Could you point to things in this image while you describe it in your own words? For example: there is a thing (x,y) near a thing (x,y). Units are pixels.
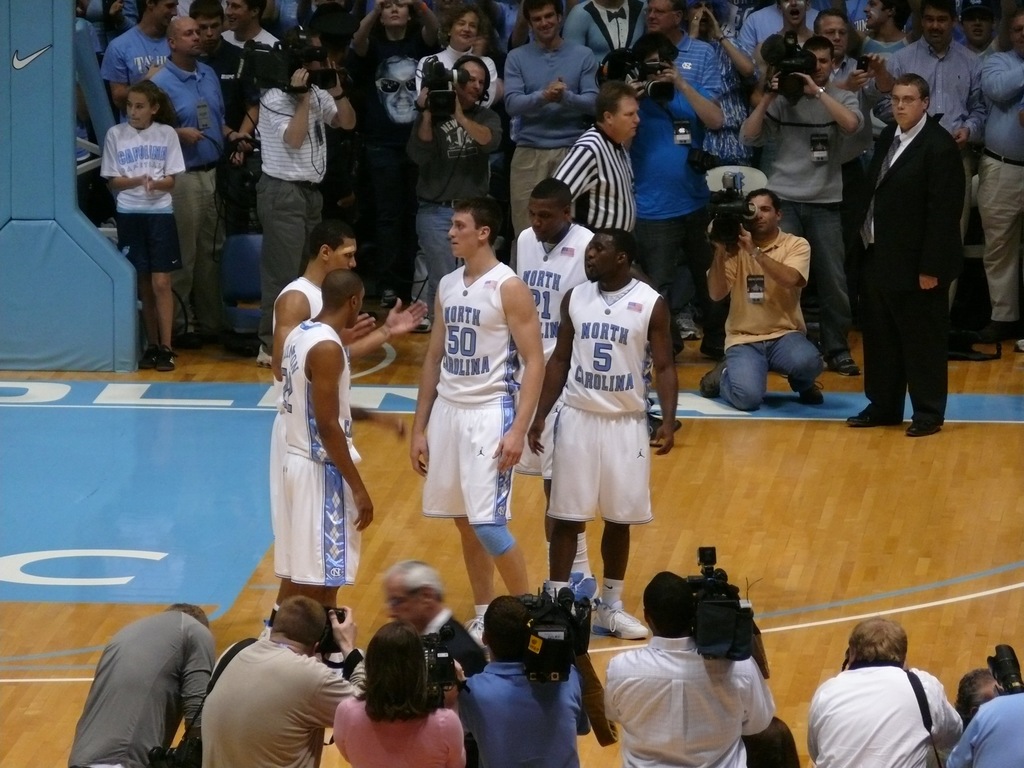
In this image I can see some people (463,741). In the top left corner (62,225), I can see a pillar (67,287).
